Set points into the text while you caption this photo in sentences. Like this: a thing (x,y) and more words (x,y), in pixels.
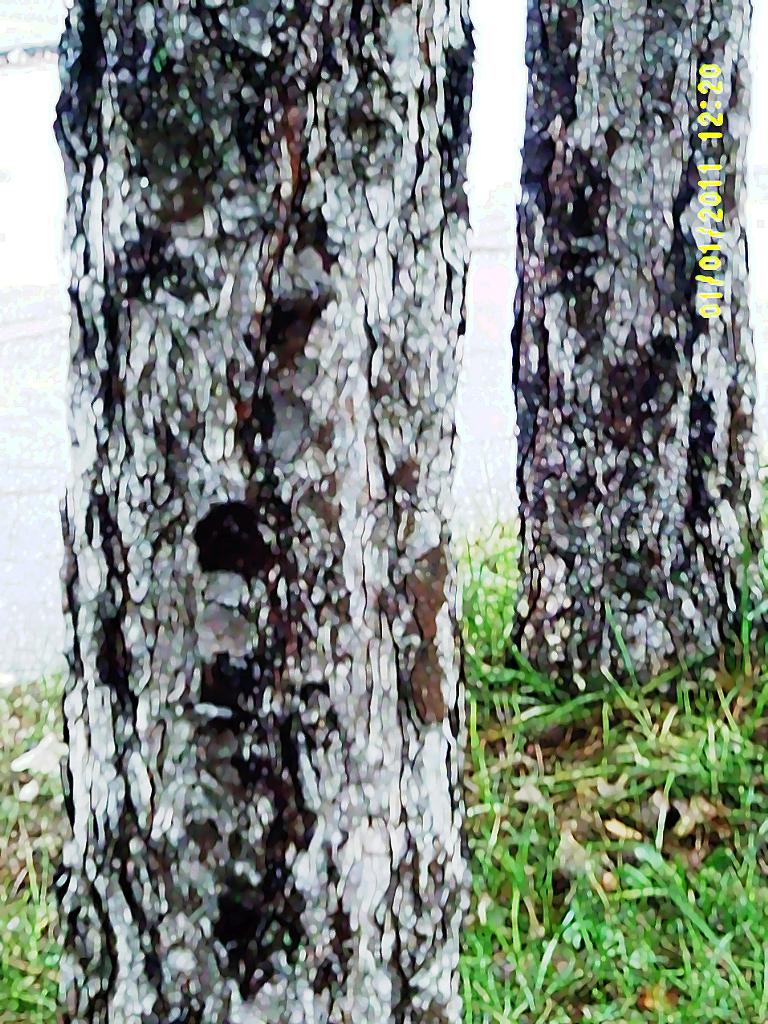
There are two trees (388,385) and grass (731,891) on the ground (615,784), near the pavement (504,190). In the right top corner (701,74), there is a watermark (707,85).
